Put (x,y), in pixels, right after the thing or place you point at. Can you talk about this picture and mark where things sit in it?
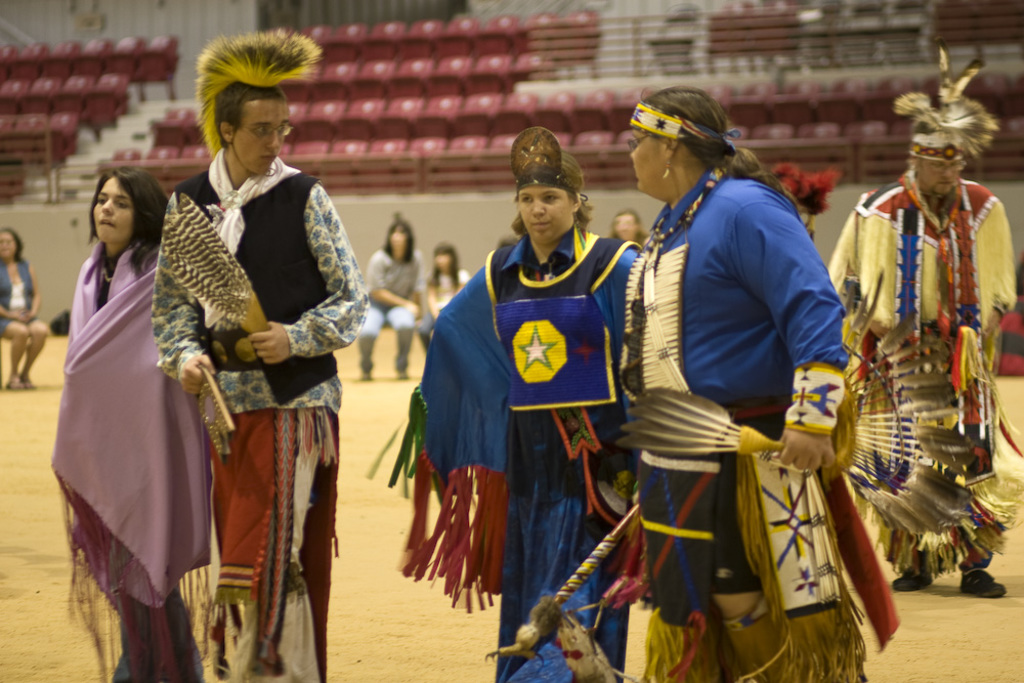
In this image we can see two men (327,328) and three women (541,419) are standing on the land (354,620). They are wearing different costumes (837,352). We can see people (400,263) and chairs (419,116) in the background of the image (53,104).
